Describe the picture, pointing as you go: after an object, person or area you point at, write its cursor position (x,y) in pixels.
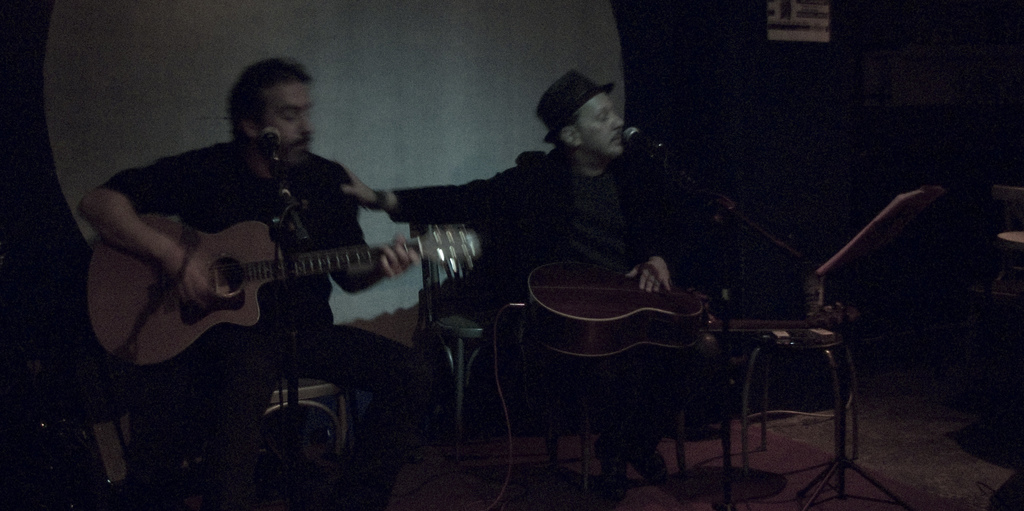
In this image I can see two men (551,91) are sitting and holding guitars (571,263). I can also see mics (637,131) in front of them.
